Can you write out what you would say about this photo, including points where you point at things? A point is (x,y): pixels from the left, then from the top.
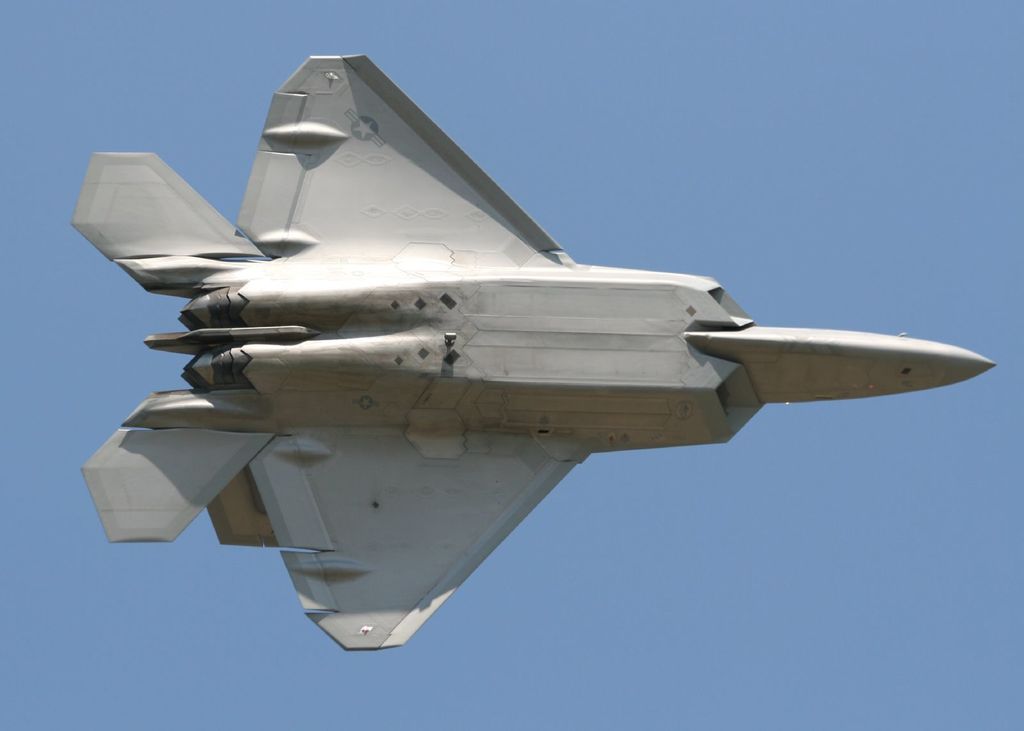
In this picture we can observe an aircraft (444,345) which is in white color flying in the air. In the background (612,549) there is a sky (696,148).
